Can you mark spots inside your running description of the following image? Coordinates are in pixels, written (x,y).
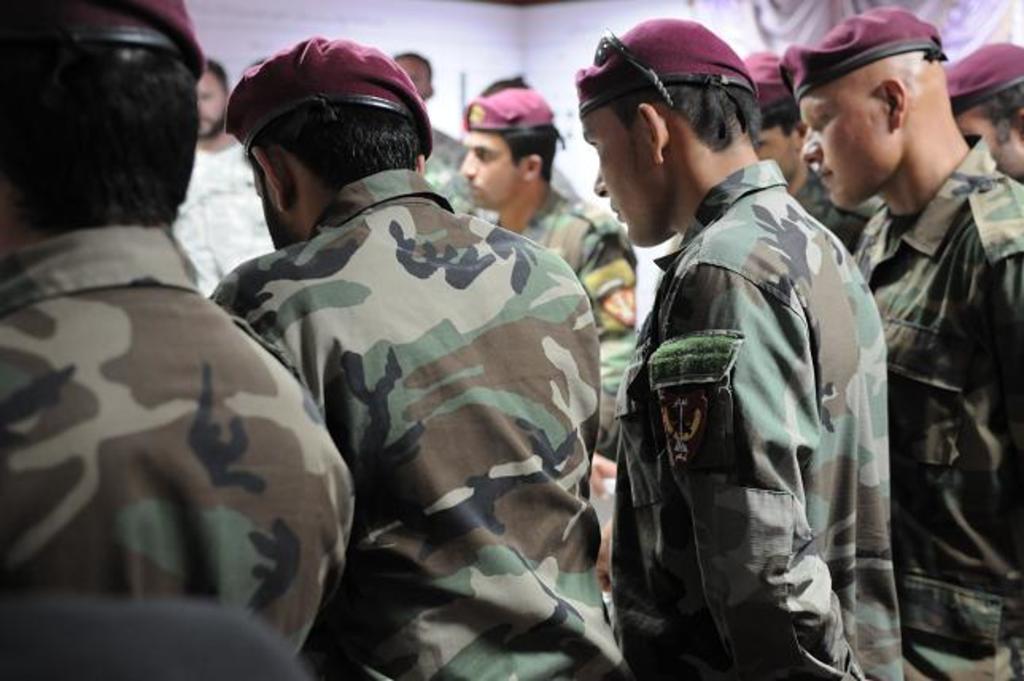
This image is taken indoors. In this image a few men (456,526) are standing on the floor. They have worn caps (323,61) and shirts (506,312). In the background (749,24) there is a wall (590,32) with a curtain (783,26).
